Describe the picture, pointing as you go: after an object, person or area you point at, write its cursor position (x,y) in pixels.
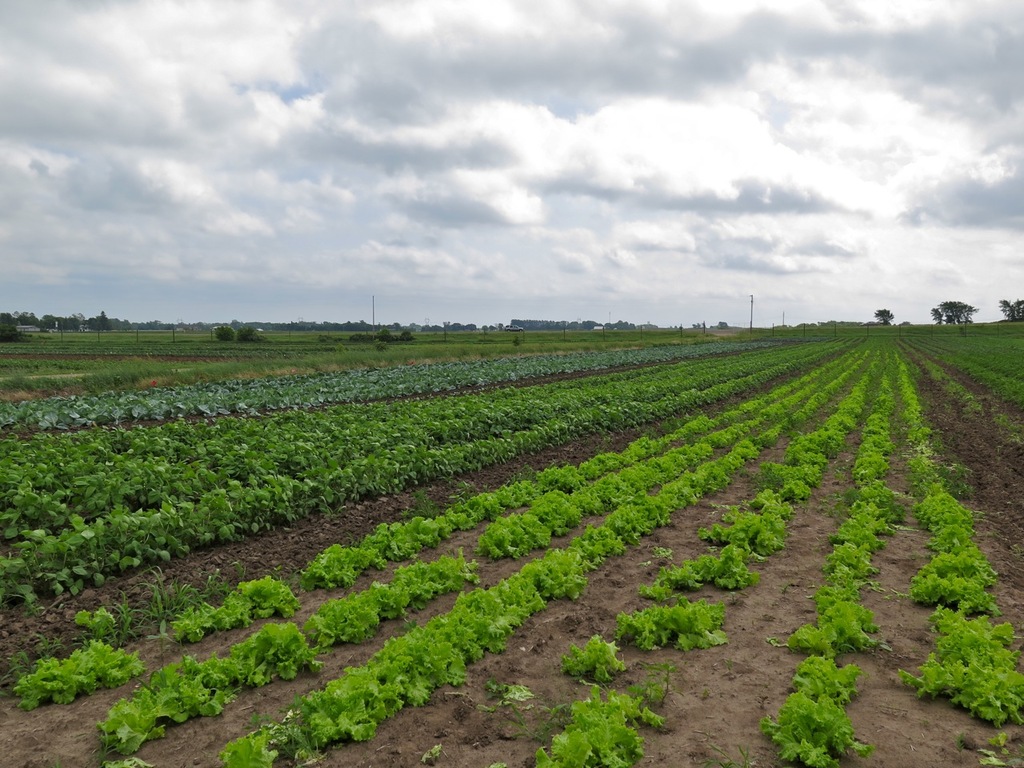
In the foreground of the picture (692,412) we can see a field (157,473) in which there are plants (233,461) and soil (812,426). In the background (359,329) there are trees (379,336), poles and field (550,345). At the top (469,130) there are clouds (566,255).
